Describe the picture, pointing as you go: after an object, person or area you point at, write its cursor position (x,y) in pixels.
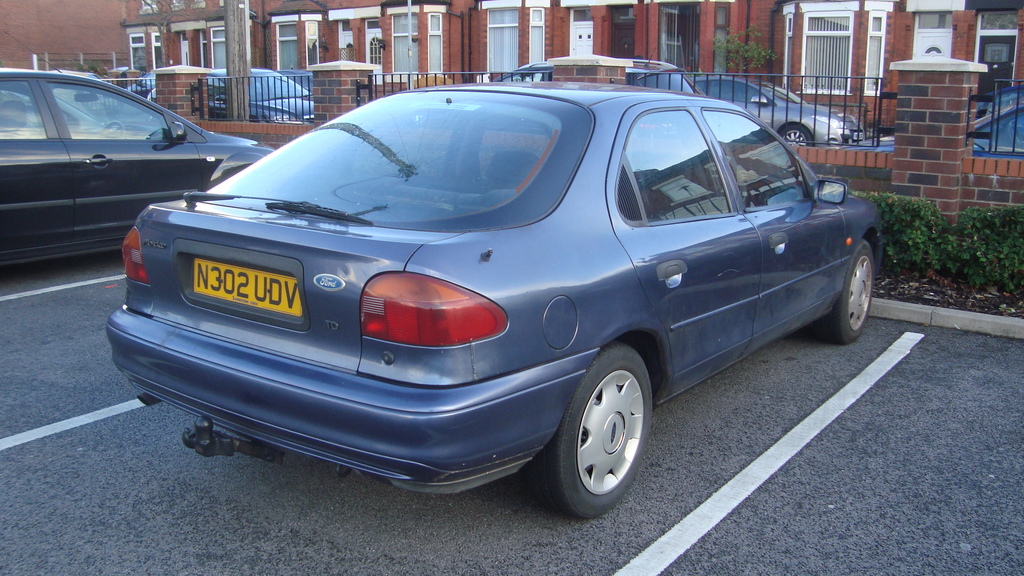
In the foreground of this image (132,256), there are two cars (224,277) on the road (798,479) and we can also see plants (952,246) and the wall (932,114). In the background (683,69), there are vehicles (1014,114) parked on the road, buildings (568,46) with windows (499,44) and the doors (574,33) and also a pole (240,47) on the left top side (239,28).
